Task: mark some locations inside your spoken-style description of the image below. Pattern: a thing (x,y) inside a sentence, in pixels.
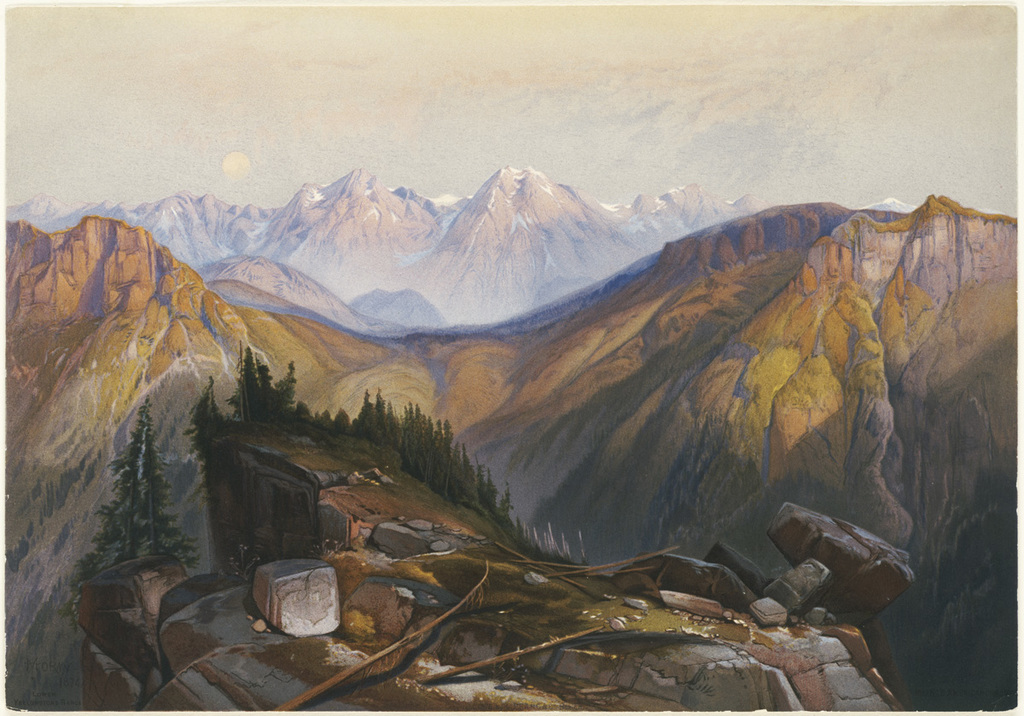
In this Image I can see the mountains (283,301). On the mountains (479,307) there are trees (155,472), rocks (306,568) and some sticks (578,634). In the back (493,109) there is a sky (425,95).
